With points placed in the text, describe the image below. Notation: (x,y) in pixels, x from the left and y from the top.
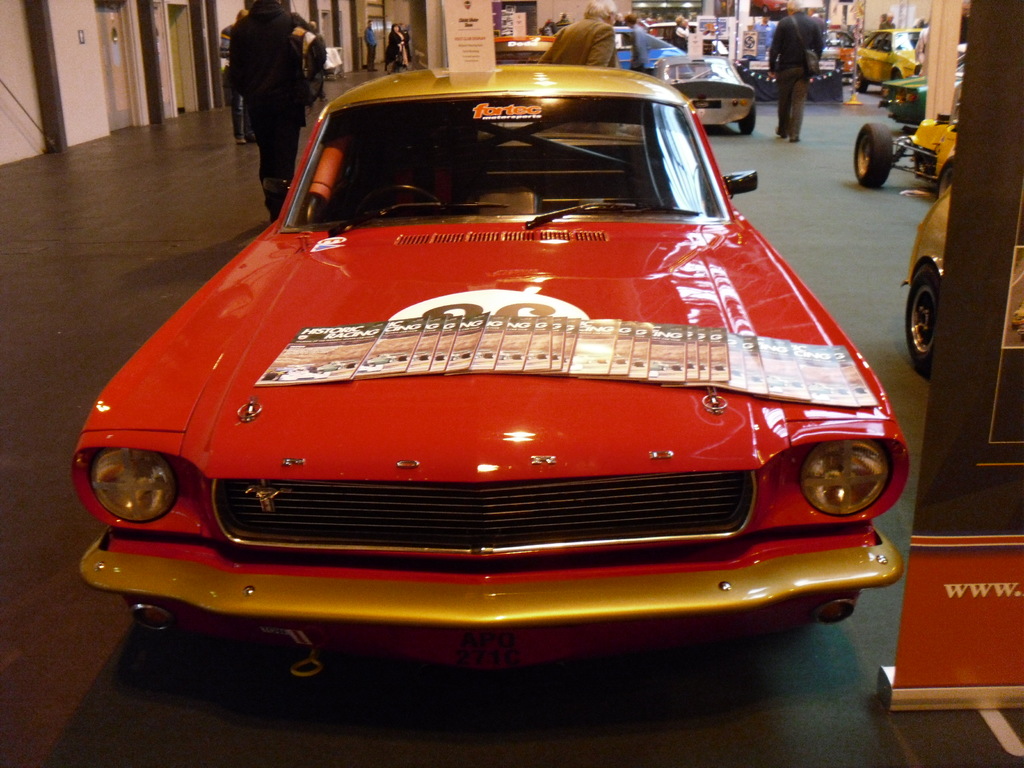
In this image, I can see different types of cars (895,54). These are the books (370,371), which are placed on the car (400,408). This looks like a banner (963,539). I can see few people (818,43) walking. These are the doors (185,60). I think this is the car showroom (831,64).
